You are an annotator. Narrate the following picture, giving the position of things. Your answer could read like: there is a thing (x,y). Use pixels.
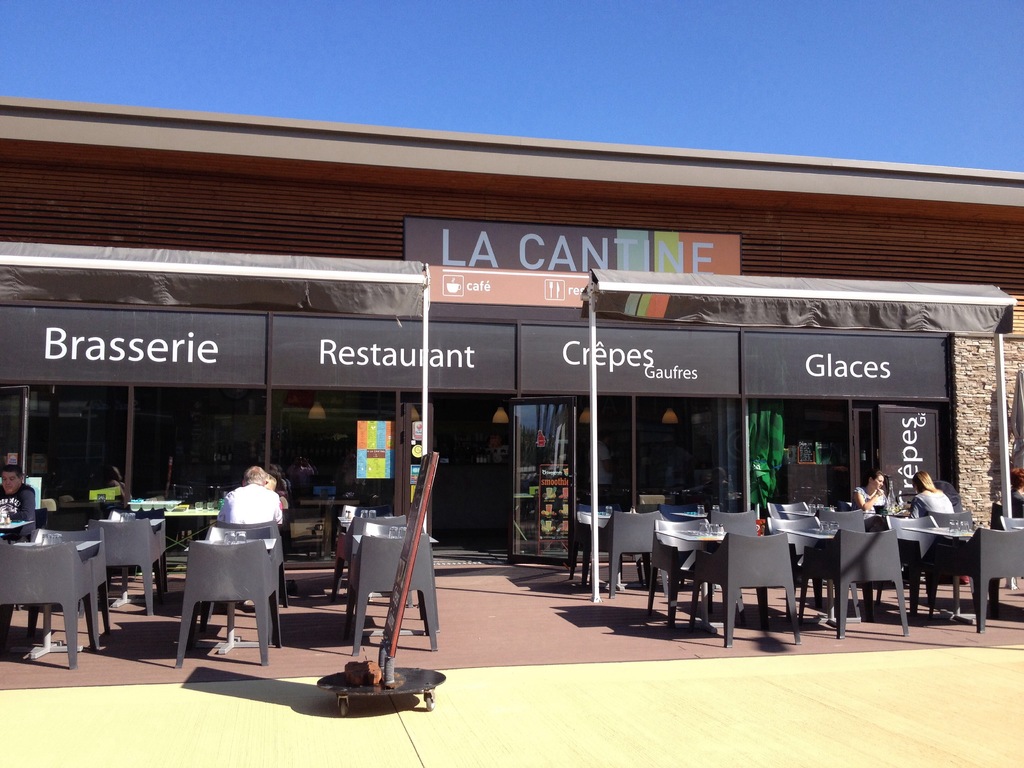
This picture is clicked outside the city near a restaurant (1023,266). Here, we see many chairs (792,621) and dining table (49,629) outside the restaurant (227,463) and people (243,523) sitting on chair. Behind them, we see a glass door (538,457) and above that, we see black board (543,364) on which a restaurant is written on it. Above the restaurant (350,166), we see sky (761,77).
